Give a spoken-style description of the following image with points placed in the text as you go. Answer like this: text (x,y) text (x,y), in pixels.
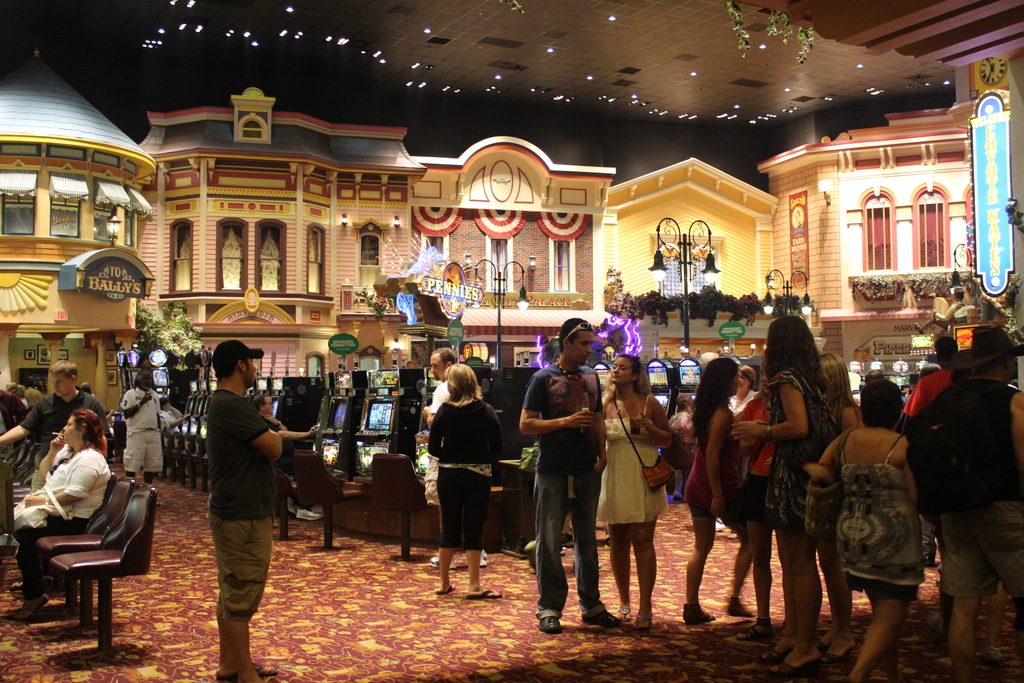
In this image we can see group of people (601,473) standing on the floor (412,572). One women (102,470) wearing white shirt (87,481) is sitting on the chair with holding bag (39,512) in her hand (48,501). In the background (910,246) we can see group of buildings (584,310), poles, lights (711,260) and gaming stations (357,418).
